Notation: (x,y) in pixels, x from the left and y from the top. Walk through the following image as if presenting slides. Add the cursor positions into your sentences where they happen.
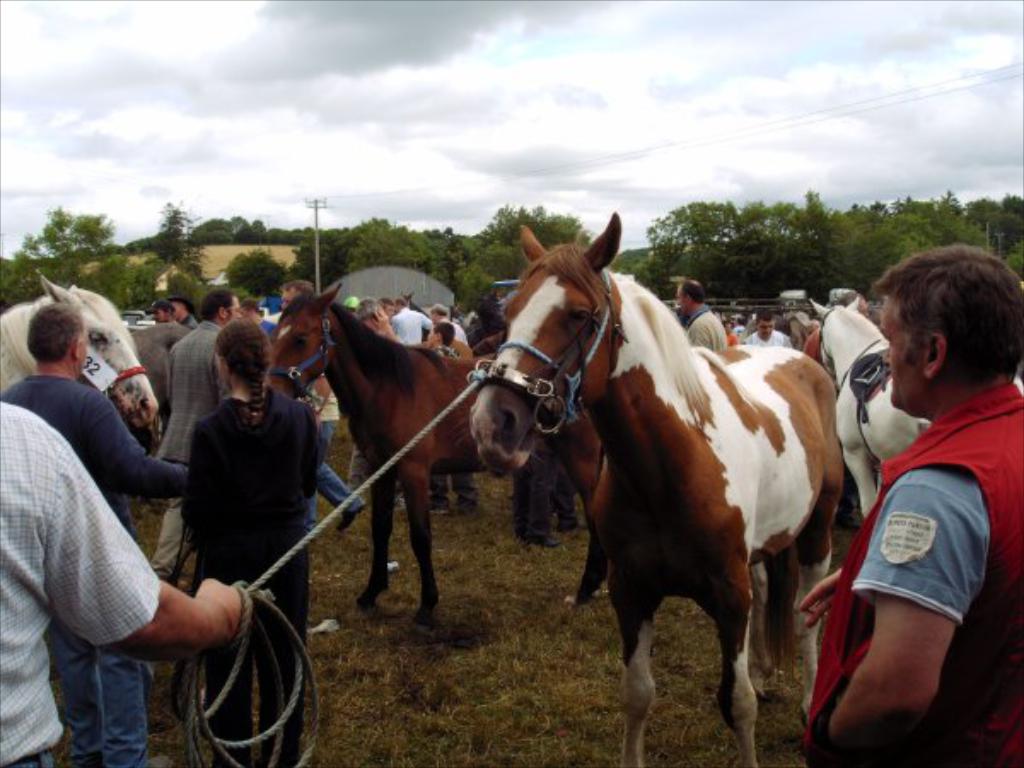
In the center of the image (614,314) we can see some persons (267,414), horses (348,399). In the background of the image (386,235) we can see building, poles (317,278), trees (500,248). In the bottom left corner (158,586) we can see a person (157,637) is holding a rope (311,661). At the bottom of the image (532,687) we can see the ground (530,554). At the top of the image (461,84) we can see the clouds (510,102) are present in the sky (584,162).
